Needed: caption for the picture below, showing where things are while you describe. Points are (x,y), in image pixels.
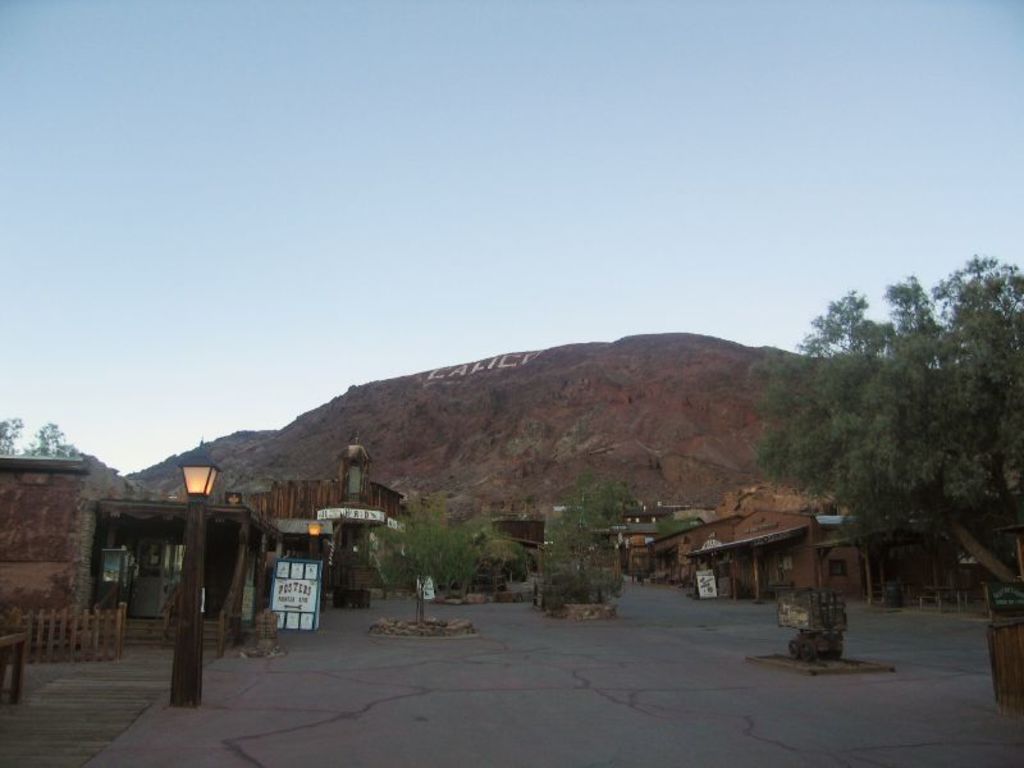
In the background (386,141) we can see sky (270,386). We can see houses (12,522), trees (860,502), boards (302,588). On the left side of the picture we can see lights (202,541).
